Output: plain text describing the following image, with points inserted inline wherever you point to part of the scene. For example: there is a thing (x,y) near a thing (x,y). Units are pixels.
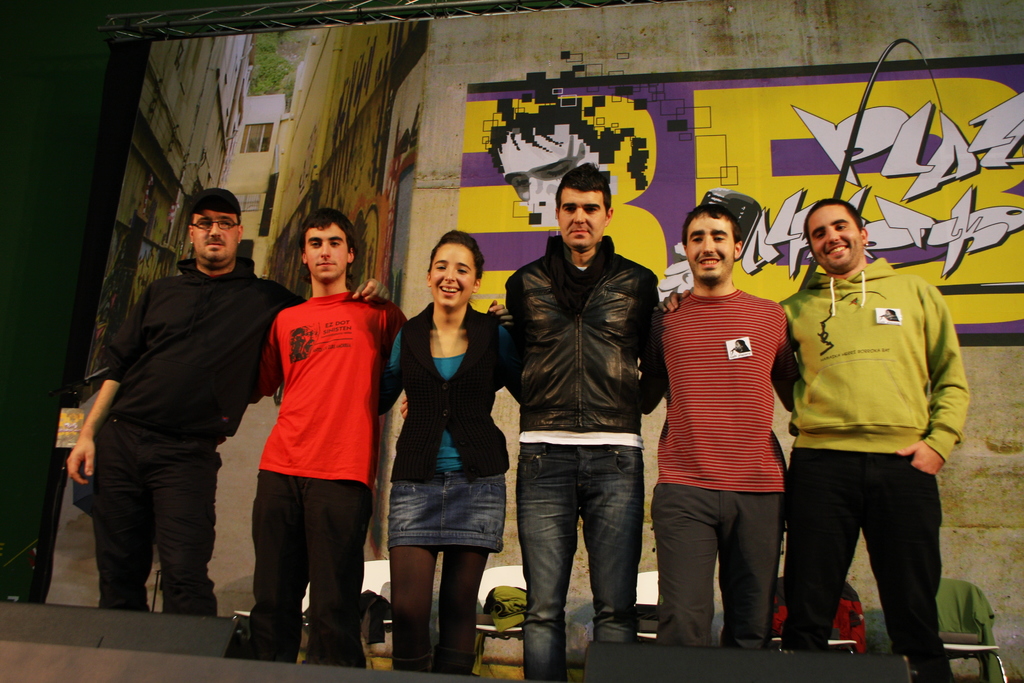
Here we can see few persons (754,414) and they are smiling. There are chairs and clothes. In the background (256,412) we can see a screen (170,83). On the screen (348,125) we can see painting (910,102) on the wall (552,152), buildings (287,143), and trees (257,46).
